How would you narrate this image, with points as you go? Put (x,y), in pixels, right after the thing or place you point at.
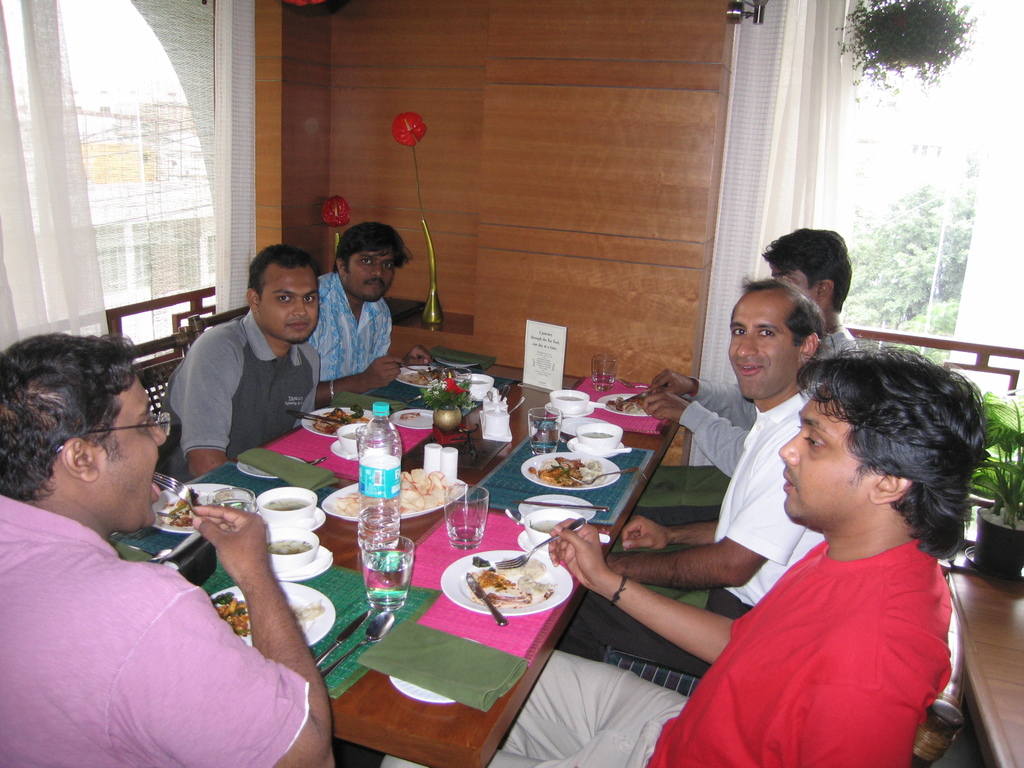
In this image, group of people (718,573) are sat on the chair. In the middle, we can see wooden dining table (442,735). So many items (421,600) are placed on it. Few are eating the food (426,500). And back side, we can see wooden wall (569,176). On right side (937,248), few plants (1018,407) and fencing (984,358), white color curtain (816,132), tree (882,242). Left side (45,254), we can see white color curtain (30,243) in building (147,236).
